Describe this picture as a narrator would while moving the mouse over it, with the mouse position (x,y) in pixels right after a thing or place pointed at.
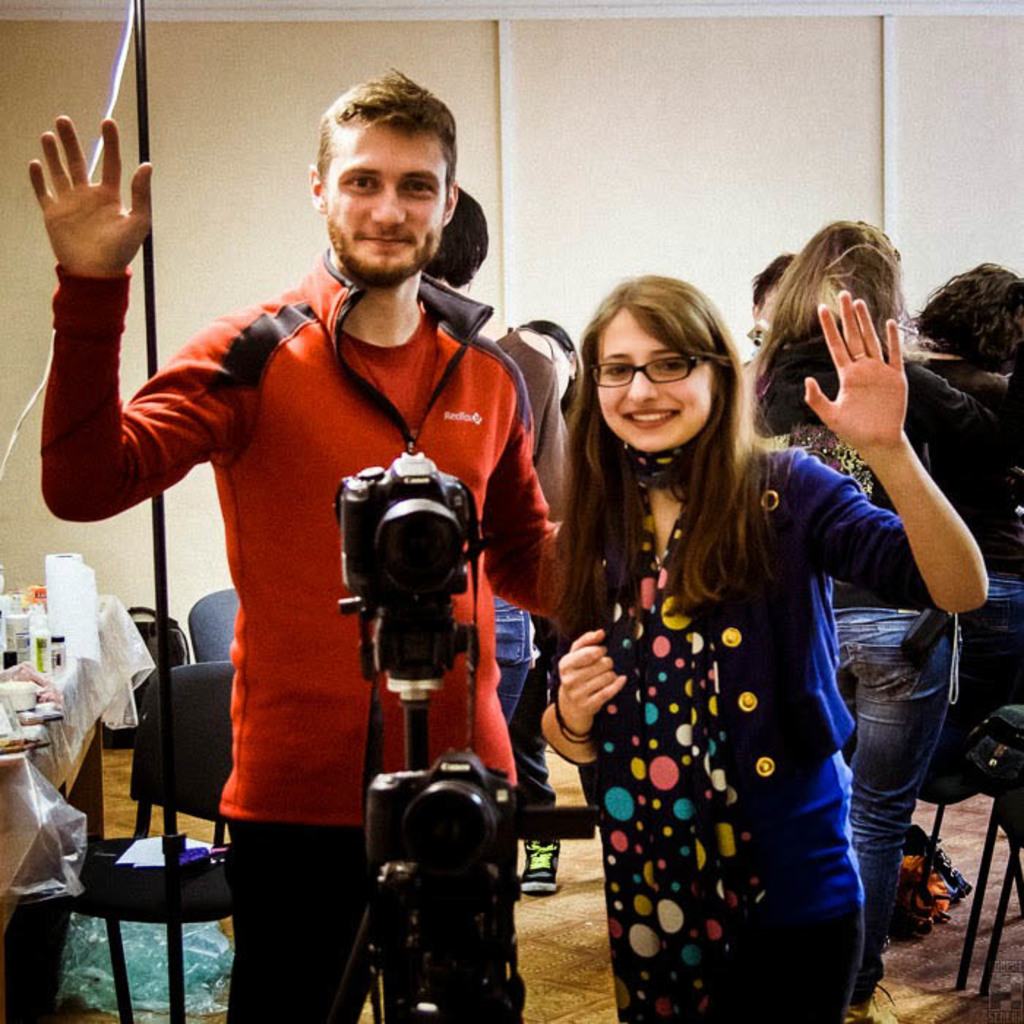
In the given image i can see a people (996,546), camera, chairs (1016,821) and some objects (49,645) on the table (76,703).
